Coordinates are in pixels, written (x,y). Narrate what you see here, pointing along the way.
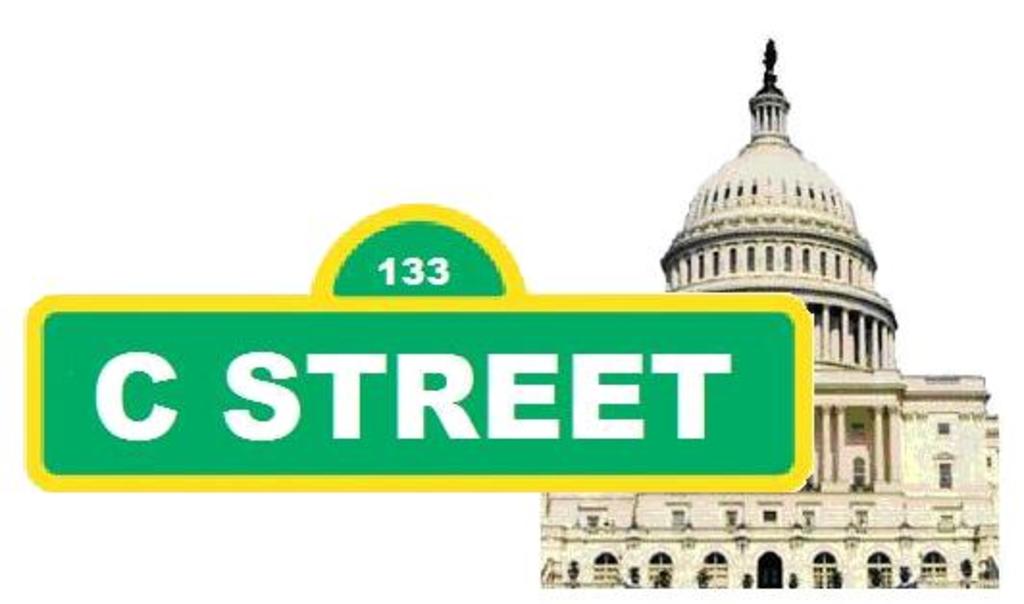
The image is looking like a poster, towards right (837,544) there is a building (781,242), on the left (287,416) we can see text (451,379), number (408,275). Looking like in name board (271,364).
